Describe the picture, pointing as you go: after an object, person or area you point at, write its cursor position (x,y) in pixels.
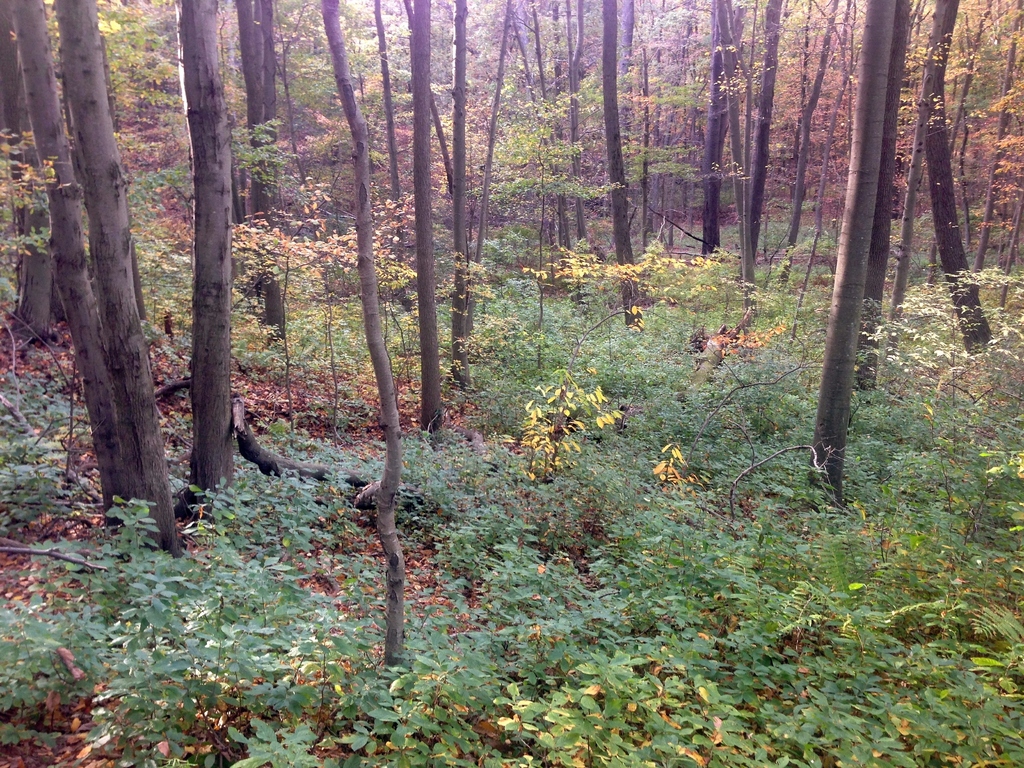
In this picture I can see many trees (143,106), plants (685,589) and grass (566,577). At the bottom (533,597) I can see the leaves (583,564).
